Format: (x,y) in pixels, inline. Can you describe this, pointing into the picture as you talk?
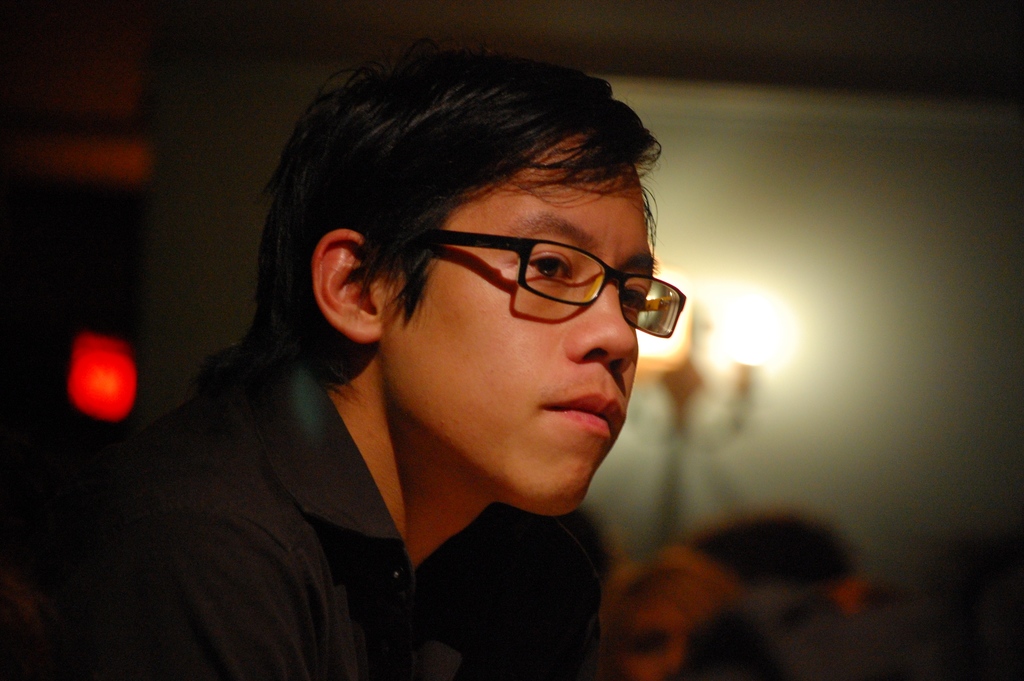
In this in the foreground (512,320) there is a person (494,297) wearing a spectacle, in the background (587,42) there may be the wall (787,236), in front of the wall (745,245) there are lights (738,353) visible, on the left side (122,382) there is a light focus (128,364) visible.
